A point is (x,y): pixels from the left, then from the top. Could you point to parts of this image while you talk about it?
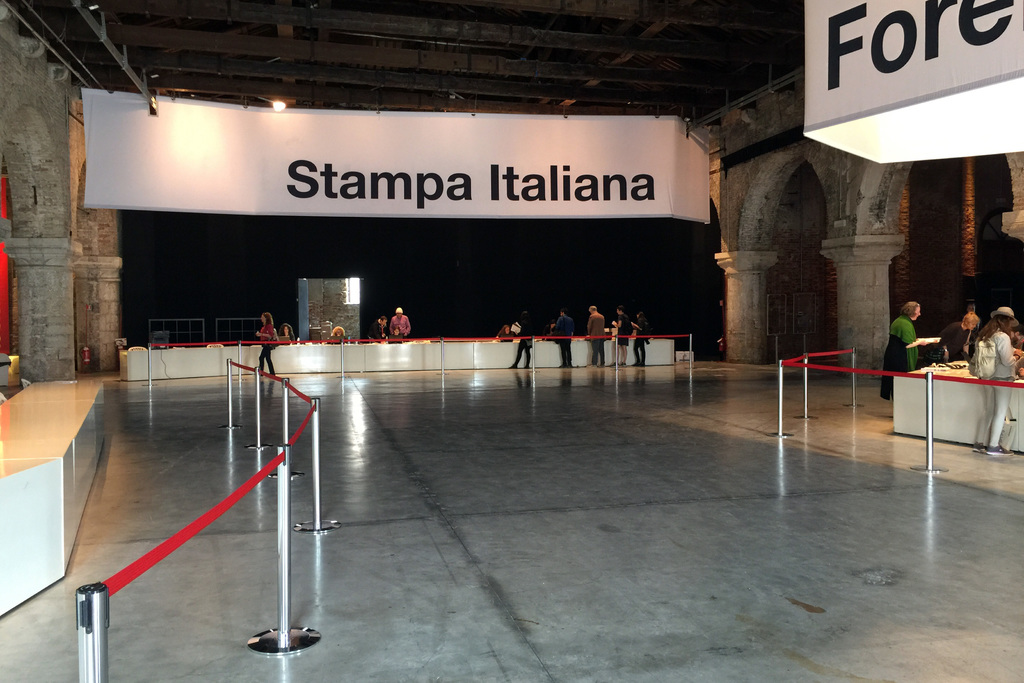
In this picture I can see group of people (979,369), there are rope barriers (212,344), there are boards (537,123), lights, pillars (1023,205), tables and there are some other objects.
